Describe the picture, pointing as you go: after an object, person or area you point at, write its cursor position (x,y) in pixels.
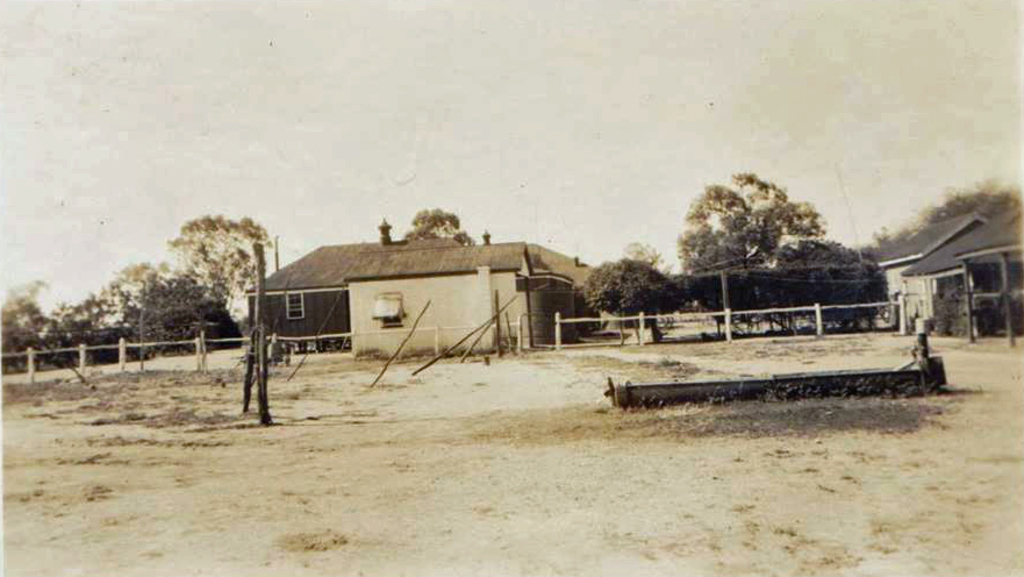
This looks like an old black and white image. These are the houses (973,295). I can see the trees (677,279). This looks like a wooden pole (264,406). I think this is a fence (640,326). Here is the sky (460,147). This looks like an object (826,393), which is placed on the ground (747,422).
